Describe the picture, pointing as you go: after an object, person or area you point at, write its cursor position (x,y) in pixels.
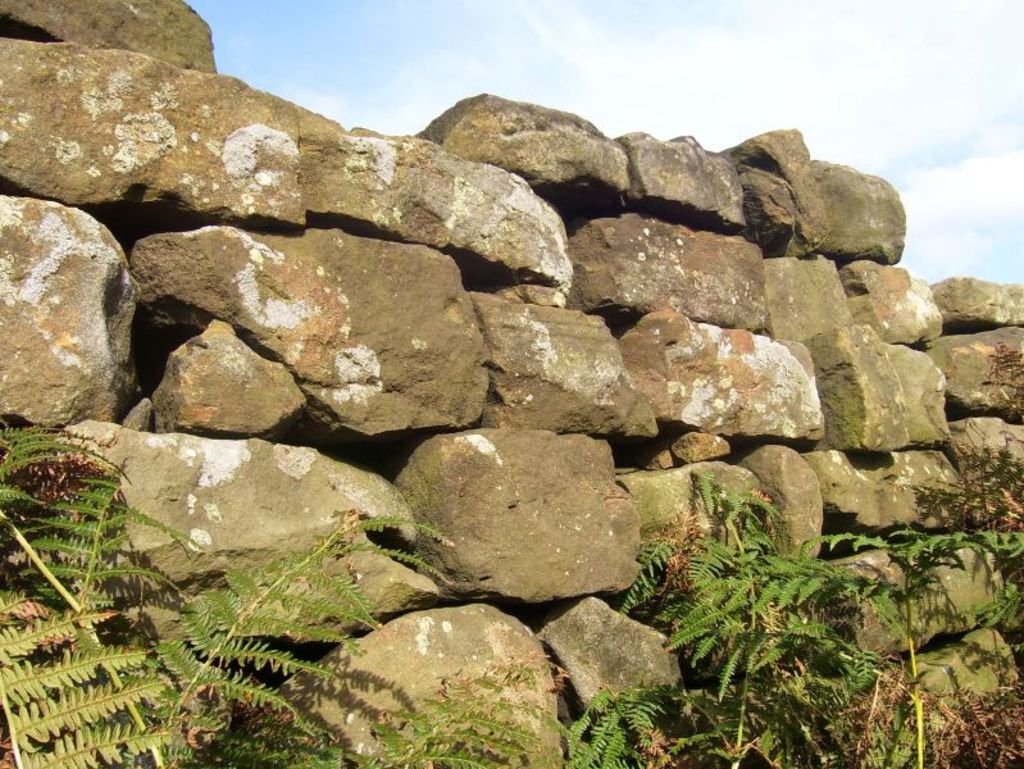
In this image I can see at the bottom (496,707) there are plants (295,728). In the middle (477,511) there are stones (540,352). At the top (586,55) it is the cloudy sky (589,54).
